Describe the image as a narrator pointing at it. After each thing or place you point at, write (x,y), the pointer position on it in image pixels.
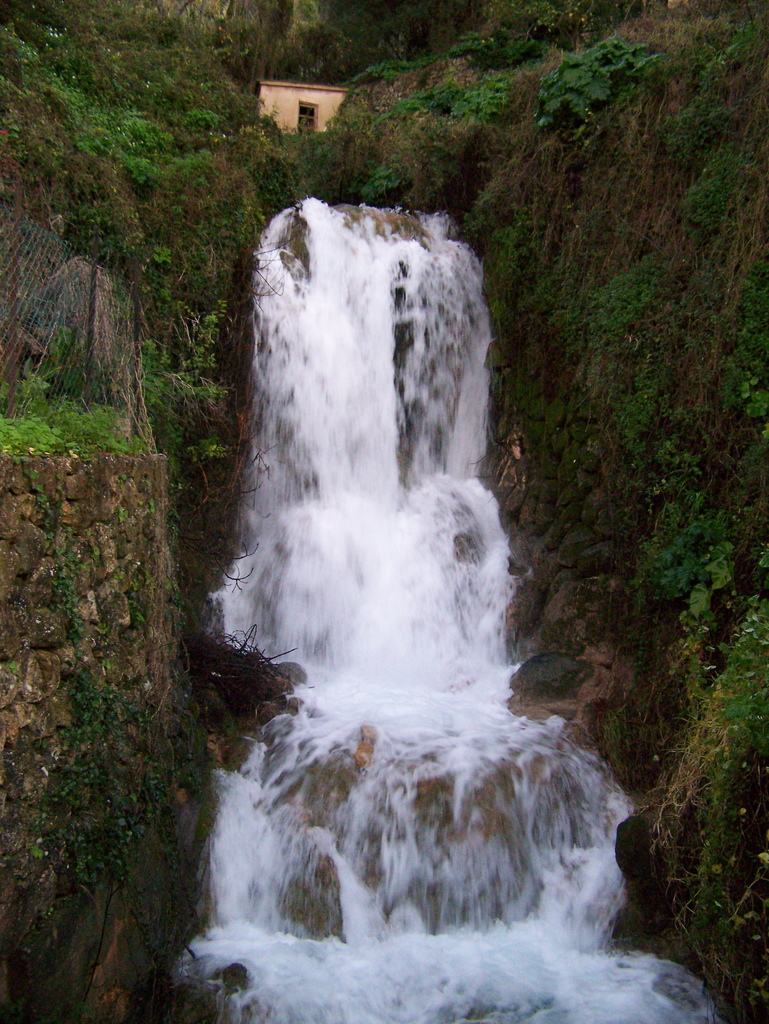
In the image we can see waterfalls (415,643), grass (723,715), stone wall (85,624), fence (123,334) and a small house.
